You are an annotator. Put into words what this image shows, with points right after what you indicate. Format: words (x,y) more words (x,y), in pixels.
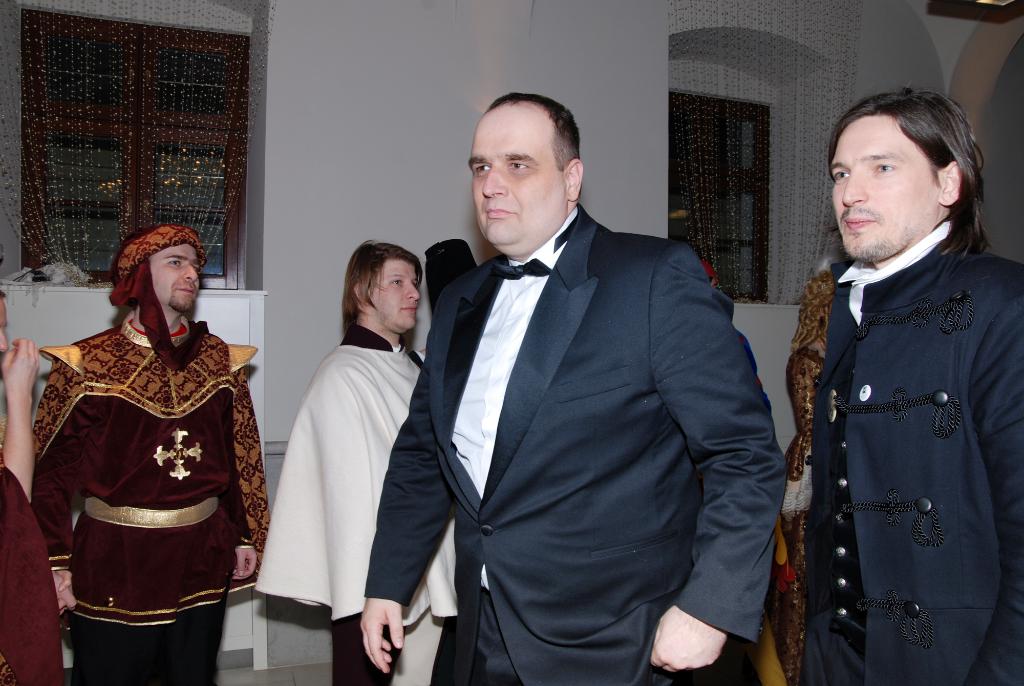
In this picture we can see some people (579,511) are standing, a man (655,434) in the front (707,445) is wearing a suit (521,560), in the background (433,53) there is a wall (427,40) and two windows (683,144).
